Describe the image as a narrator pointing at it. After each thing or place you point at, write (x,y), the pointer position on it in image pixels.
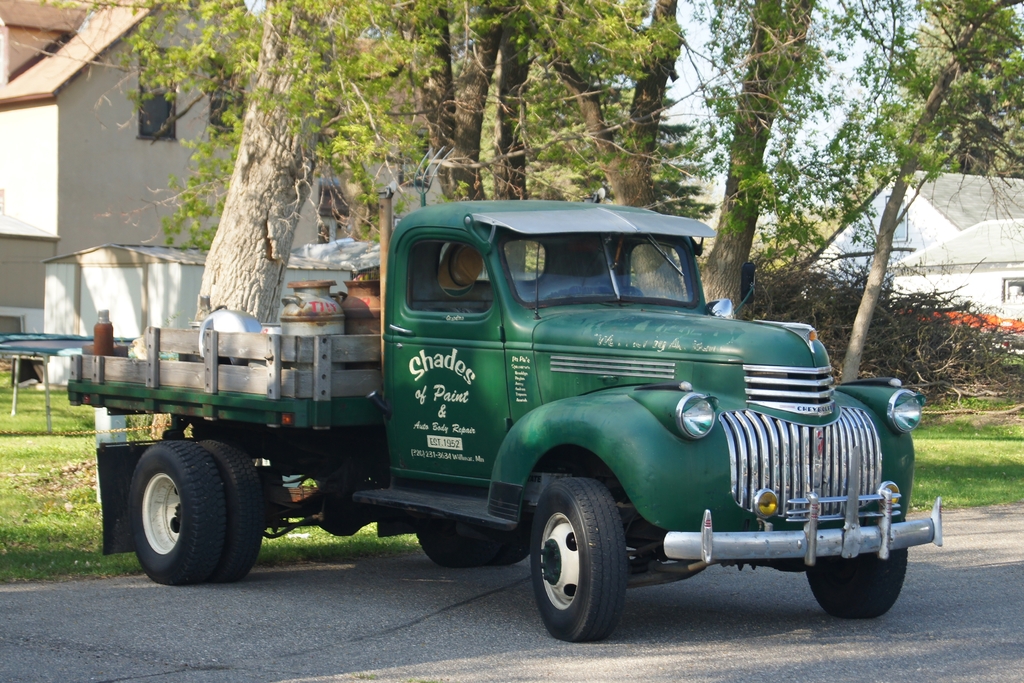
We can see objects (313,320) in a vehicle (275,459) and we can see road (424,564), grass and trees (217,296). In the background (1006,202) we can see houses (119,132) and sky (828,119).
